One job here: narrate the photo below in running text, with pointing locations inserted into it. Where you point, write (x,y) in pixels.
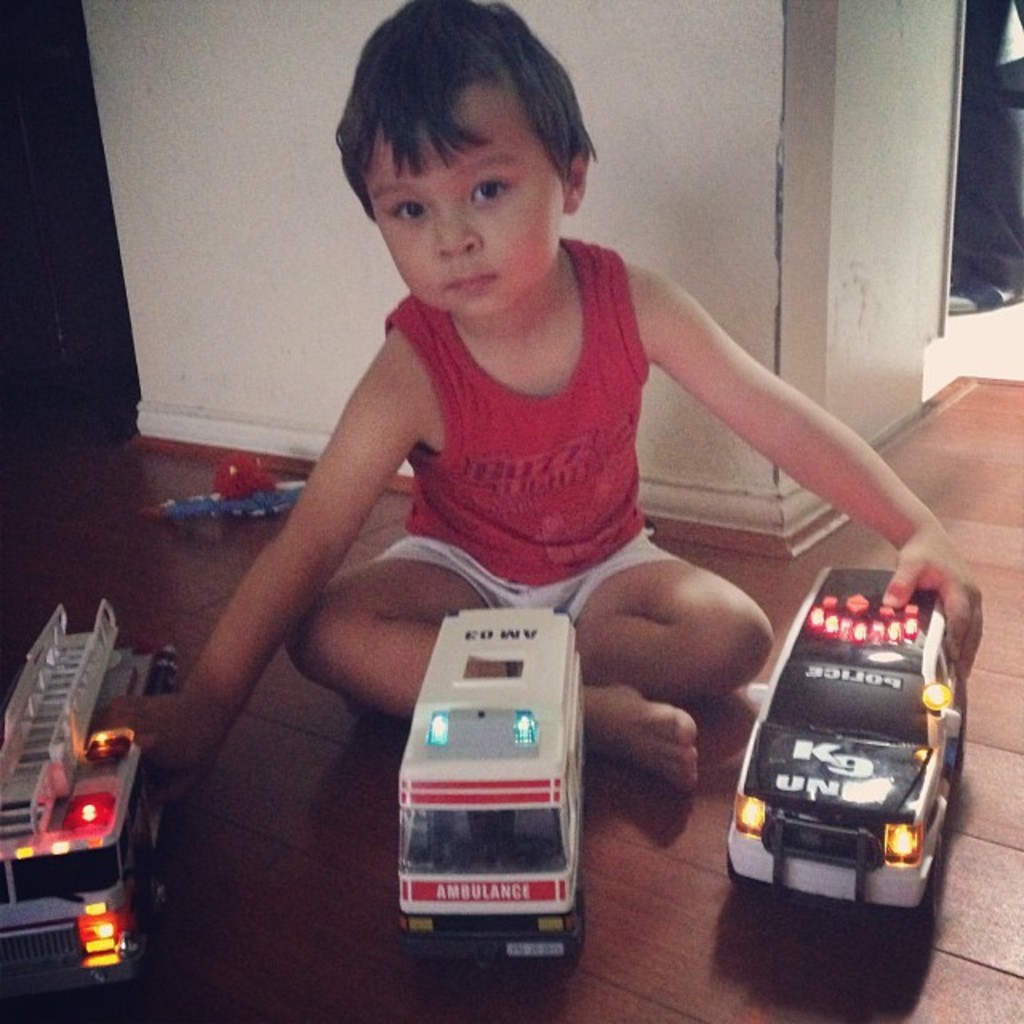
In this image there is a boy (341,639) sitting on the floor (289,659) and playing with the toys (918,753) which are in front of them. In the background (230,95) there is a wall (247,48).
